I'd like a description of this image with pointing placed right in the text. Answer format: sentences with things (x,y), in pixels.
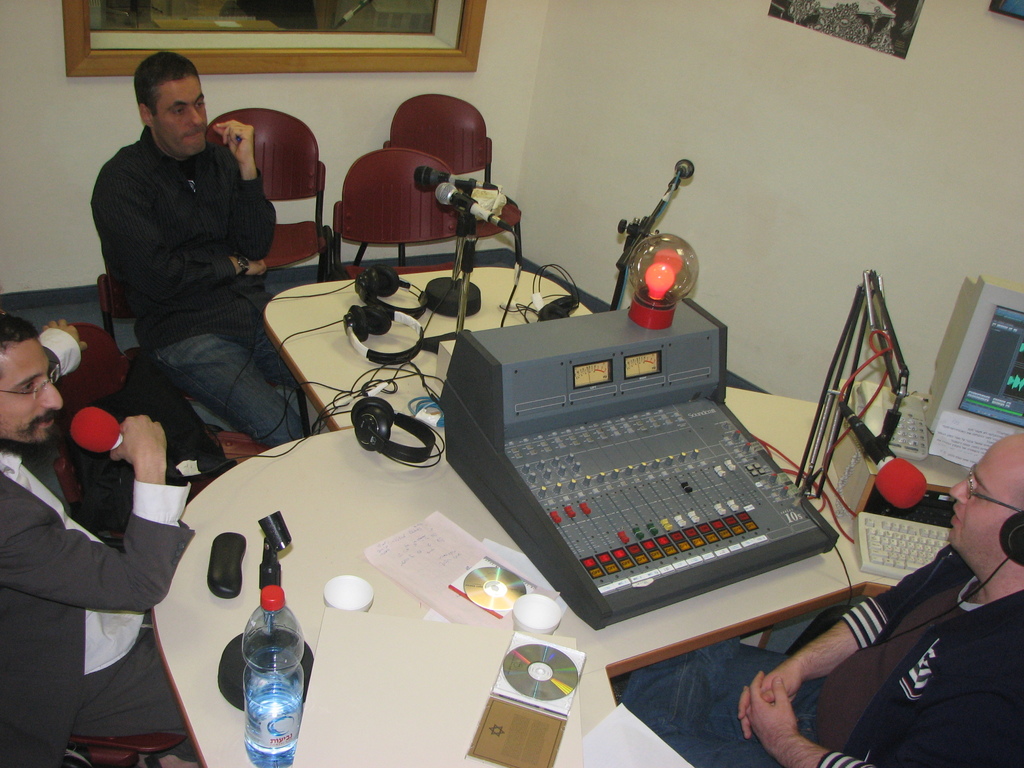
This picture is of inside. On the right (992,475) there is a man (954,644) wearing headphones (1019,552) and sitting on the chair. In the center (382,488) there is a table (382,501) on the top of which a monitor (983,378), a keyboard (925,523), a microphone (879,463) attached to the stand (838,392), a machine (629,400) with switches (695,516) and a bulb (662,296) attached to it and a headphone (365,438), DVDs (469,590), some papers (445,593), water bottle (288,682) are placed. On the left (18,369) there is a man (67,531) with a Mustache (49,413), holding a microphone (108,438) in his hand (148,460) and sitting on the chair (143,741). In the top left (169,144) we can see a man (176,259) sitting on the chair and behind him we can see the chairs (405,181). In the background (629,17) we can see a wall (798,56) with a picture frame (371,32).
